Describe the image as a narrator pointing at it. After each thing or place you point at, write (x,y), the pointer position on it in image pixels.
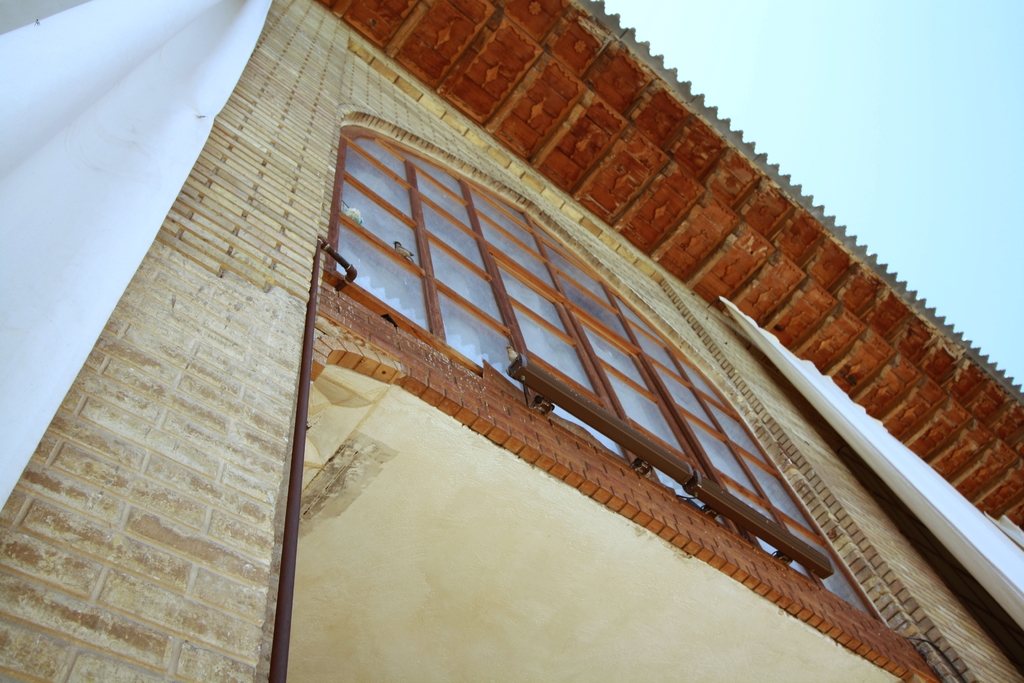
In this picture there is a house (508,251) in the center of the image (457,278), on which there is a window (496,351) and curtains (12,193) in the image.
